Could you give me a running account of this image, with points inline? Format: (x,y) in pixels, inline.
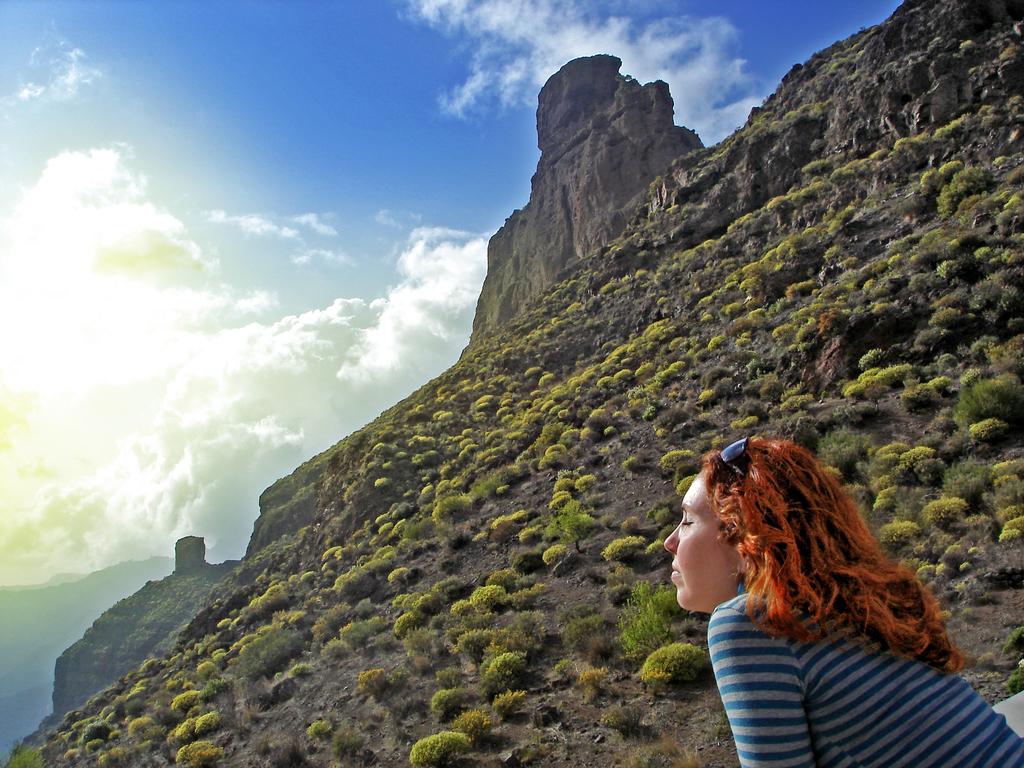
This image is taken outdoors. At the top of the image (230,153) there is a sky (165,424) with clouds (206,407). On the right side of the image (768,541) there is a woman (767,564). In the middle of the image (364,483) there is a hill (442,573) and there are a few rocks (551,189). There are many plants (462,735) on the hill (638,335).
